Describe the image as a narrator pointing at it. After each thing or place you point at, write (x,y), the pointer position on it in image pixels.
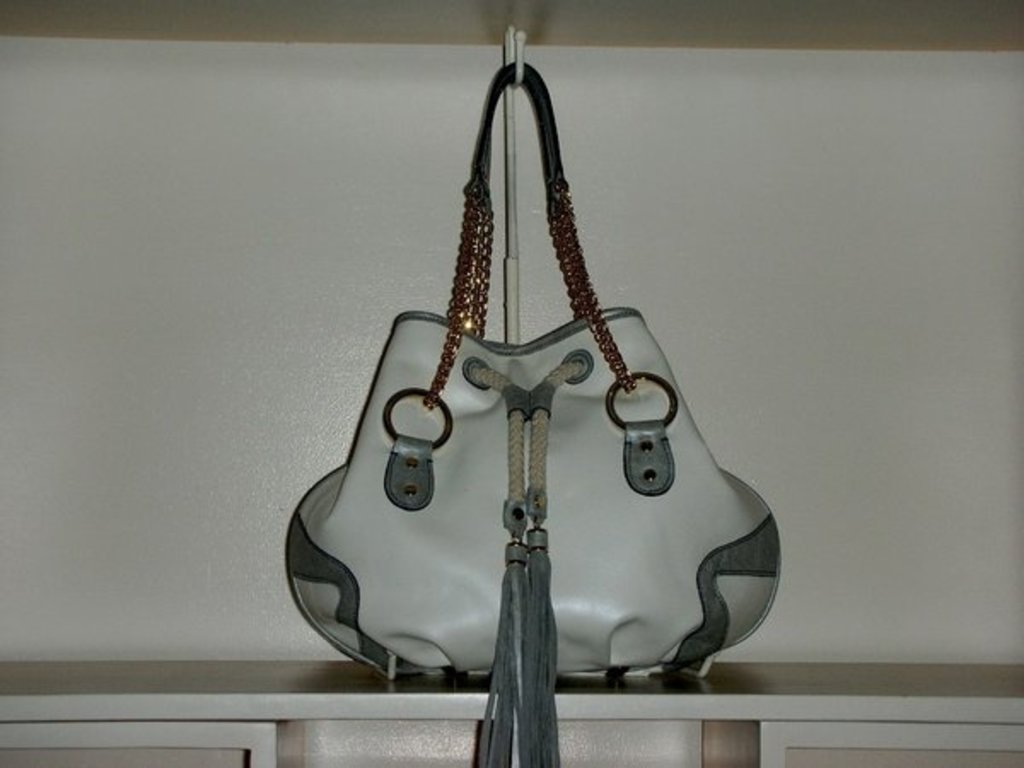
In this picture we can see a bag (542,465) with chain (482,206) hanged to the handler (556,155) and this bag (594,415) is in white color and this is placed on a rack (150,688) and in the background (334,206) we can see white color wall (232,270).
